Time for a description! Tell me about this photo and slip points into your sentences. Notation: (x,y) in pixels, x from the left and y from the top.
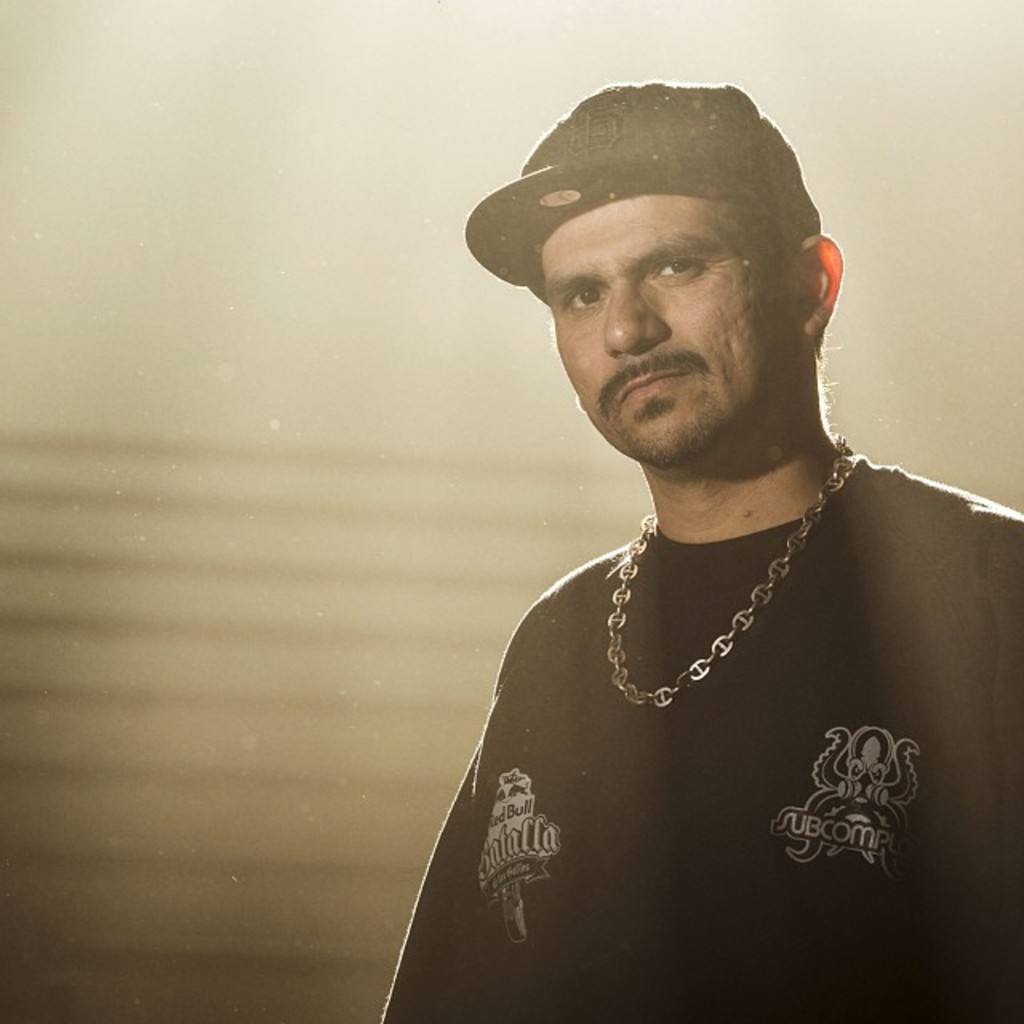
Picture of a person (742,536). This person (719,591) wore black t-shirt (675,653), chain (811,523), cap (742,113) and looking forward. Background (370,507) it is blur.
